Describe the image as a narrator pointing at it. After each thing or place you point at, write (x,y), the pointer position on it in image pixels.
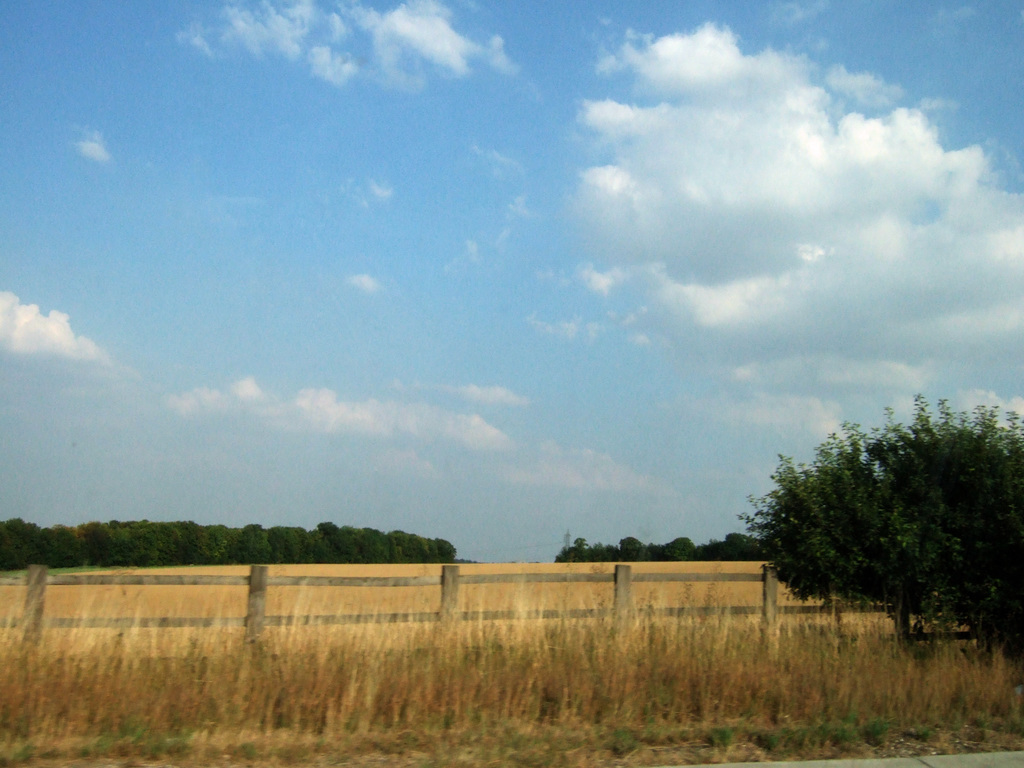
In this image there is a grass (825,674), in the background (71,566) there is a wooden fencing (485,614), trees (669,553) and the sky (566,163).
